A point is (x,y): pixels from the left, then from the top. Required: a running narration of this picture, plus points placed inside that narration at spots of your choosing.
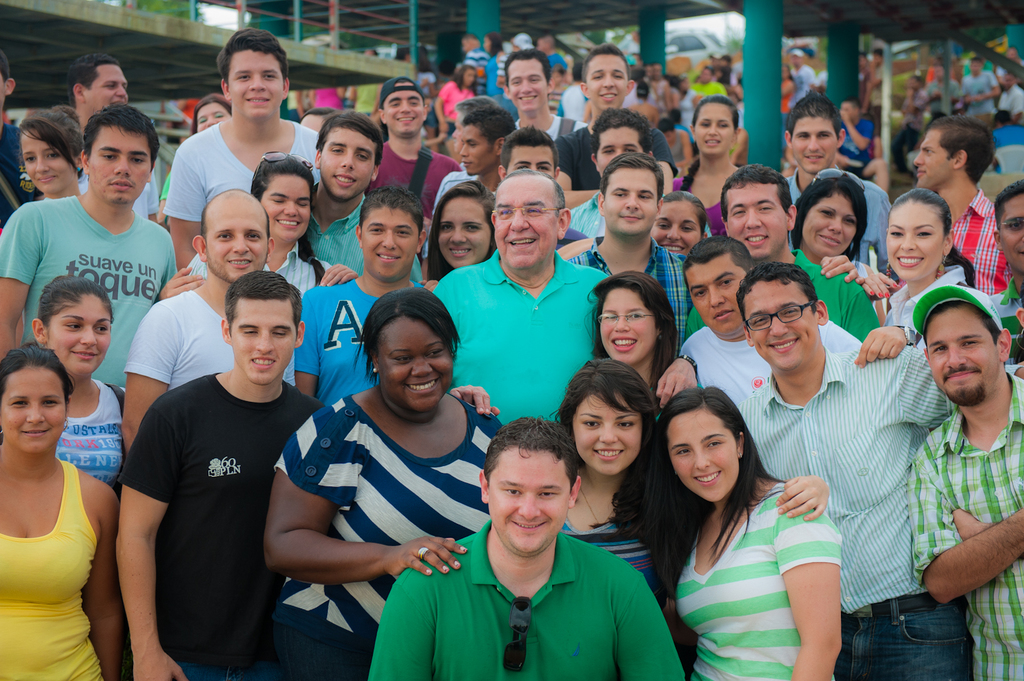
In the picture I can see a group of people (413,348) are standing and smiling. In the background (762,119) I can see green color poles (746,120), fence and some other objects (345,64). The background of the image (362,71) is blurred.
